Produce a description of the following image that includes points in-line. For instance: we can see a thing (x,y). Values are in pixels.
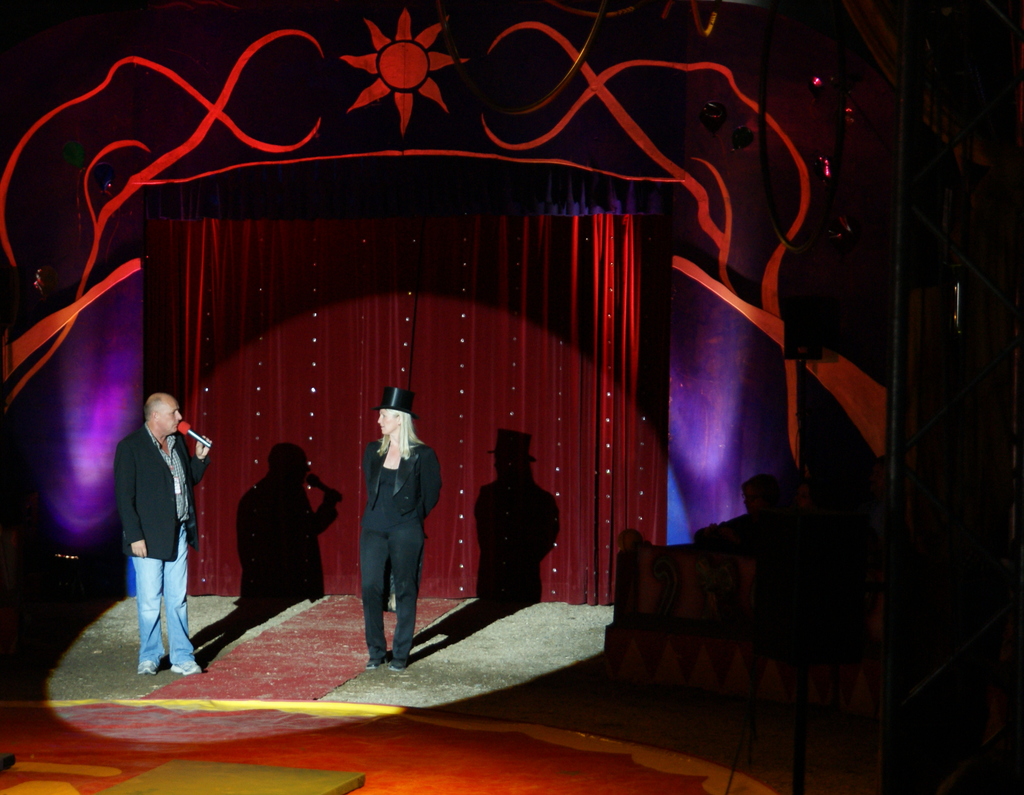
In this image there is a person (172,567) standing and he is holding a mic (182,432) in his hand (199,452), beside him there is a lady (389,532) standing. In the background (356,335) there are curtains (331,329). On the right side of the image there are few spectators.
